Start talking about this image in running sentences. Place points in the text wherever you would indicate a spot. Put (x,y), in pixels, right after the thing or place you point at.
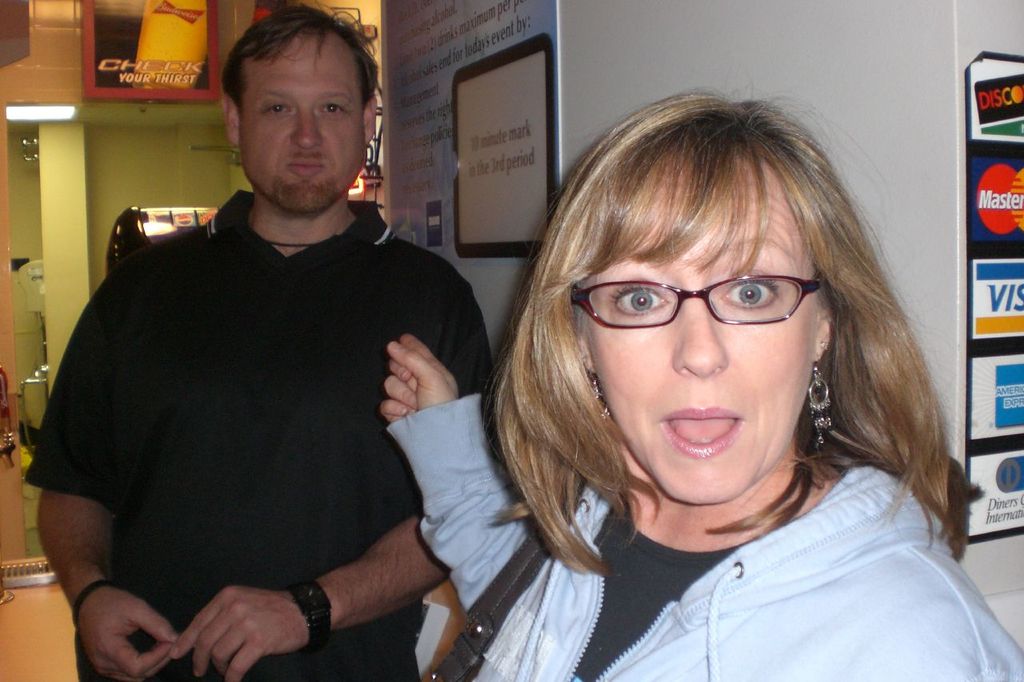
Here I can see a man (366,509) and a woman (654,453) are looking at the picture. The woman (728,381) is wearing a jacket (848,593) and it seems like she is speaking. The man (169,363) is wearing a black color t-shirt (240,472). At the back of these people (618,331) I can see a wall (700,64) to which a board (976,201) and a poster (1004,333) are attached. In the background (49,272) there is a pillar (52,265) and few objects (15,567) are placed on the floor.
